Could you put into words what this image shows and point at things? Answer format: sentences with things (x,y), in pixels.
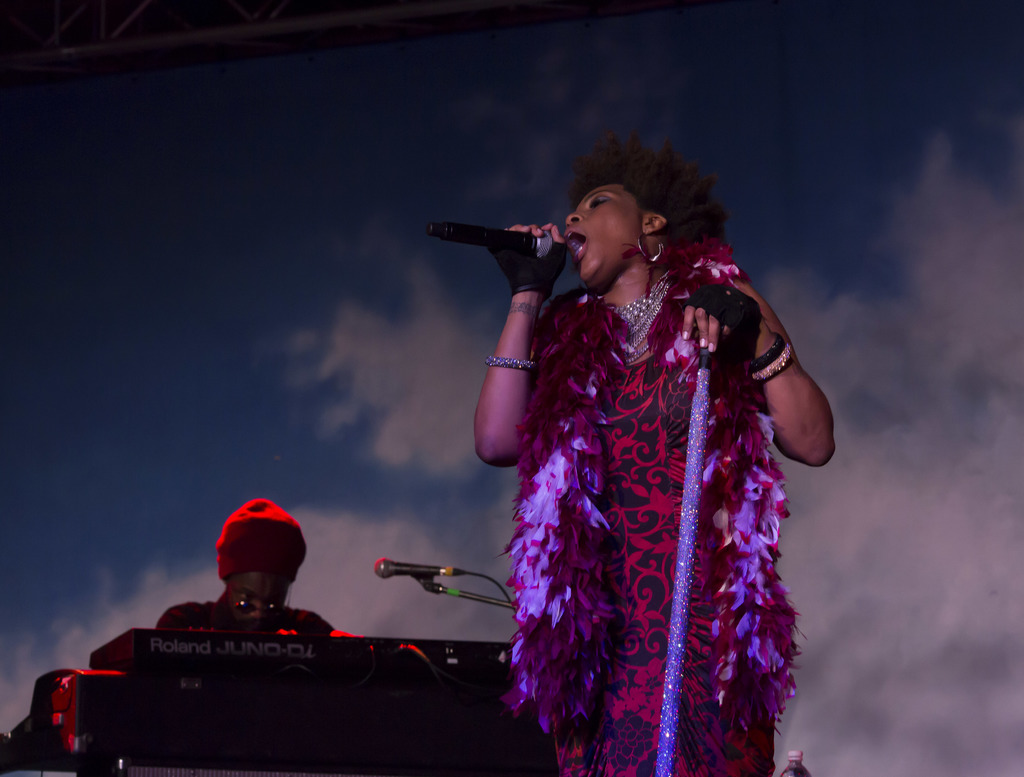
In this picture I can see a woman (631,356) standing in front (690,272) and I see that she is holding a mic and a stick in her hands (750,312) and I see that she is wearing a costume (745,434). Behind her I can see a person (226,558), near to the person (271,532) I can see a thing (368,657) and another mic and I see that it is white and blue color in the background (68,324). On the bottom right of this picture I can see a bottle (805,769).
